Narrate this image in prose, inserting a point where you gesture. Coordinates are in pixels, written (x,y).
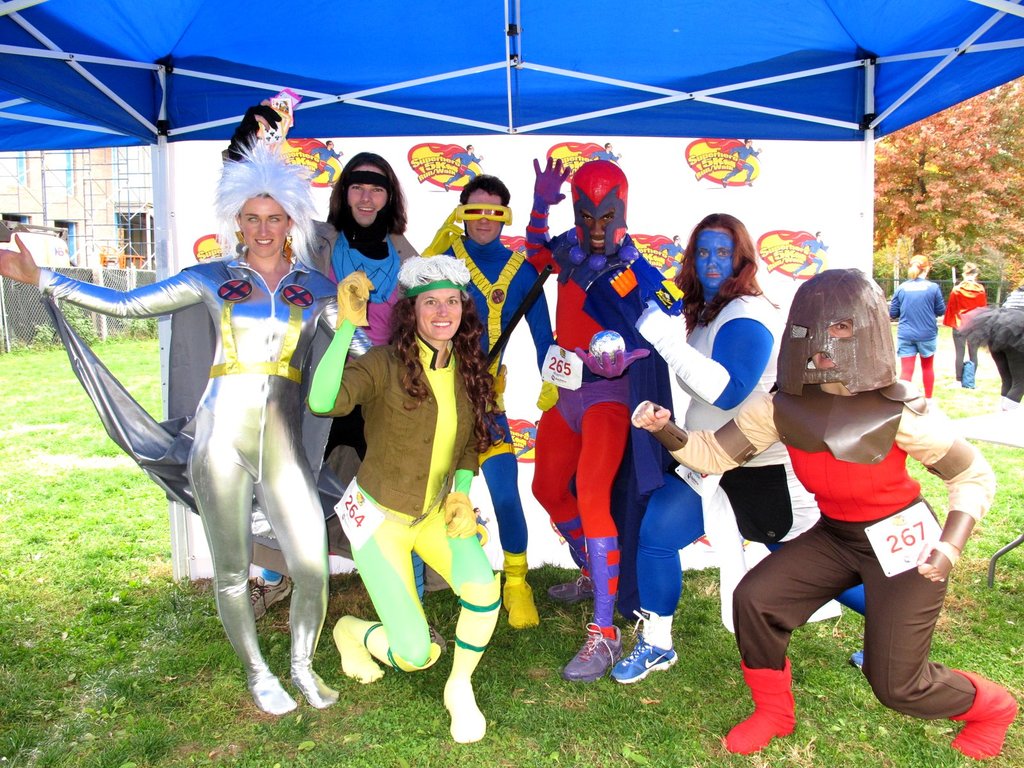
In this image, we can see people (525,260) wearing costumes (505,260) and in the background (485,59), there is a tent (510,59) and we can see some logos (696,170) on the board (827,168) and there are trees (958,169), a building (72,214), a mesh (77,313) and some rods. At the bottom (119,624), there is ground (143,574).
